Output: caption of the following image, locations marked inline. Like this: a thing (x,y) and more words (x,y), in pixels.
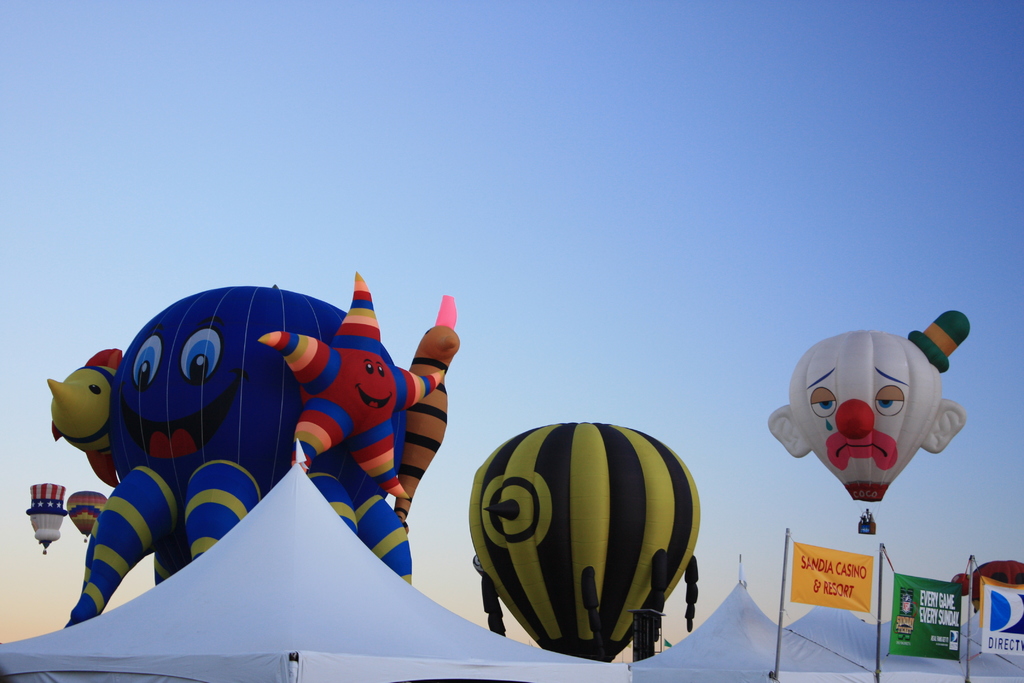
In this image, we can see some white tents (240,620), there are some inflatable objects (480,522), on the right side (807,568), we can see some posters (930,618), at the top (511,157) we can see the blue sky (519,81).
